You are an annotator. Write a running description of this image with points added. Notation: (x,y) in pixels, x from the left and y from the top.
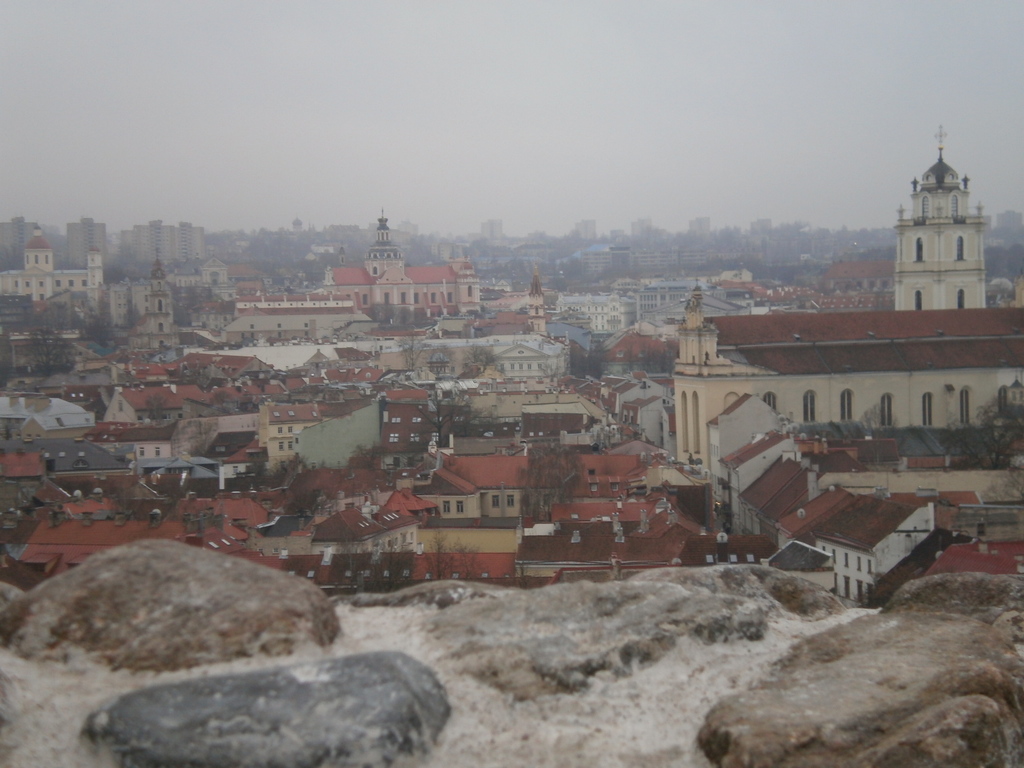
In this image we can see buildings (633,395), trees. In the foreground of the image (278,613) there are stones (390,688). At the top of the image (405,121) there is sky (412,69).
